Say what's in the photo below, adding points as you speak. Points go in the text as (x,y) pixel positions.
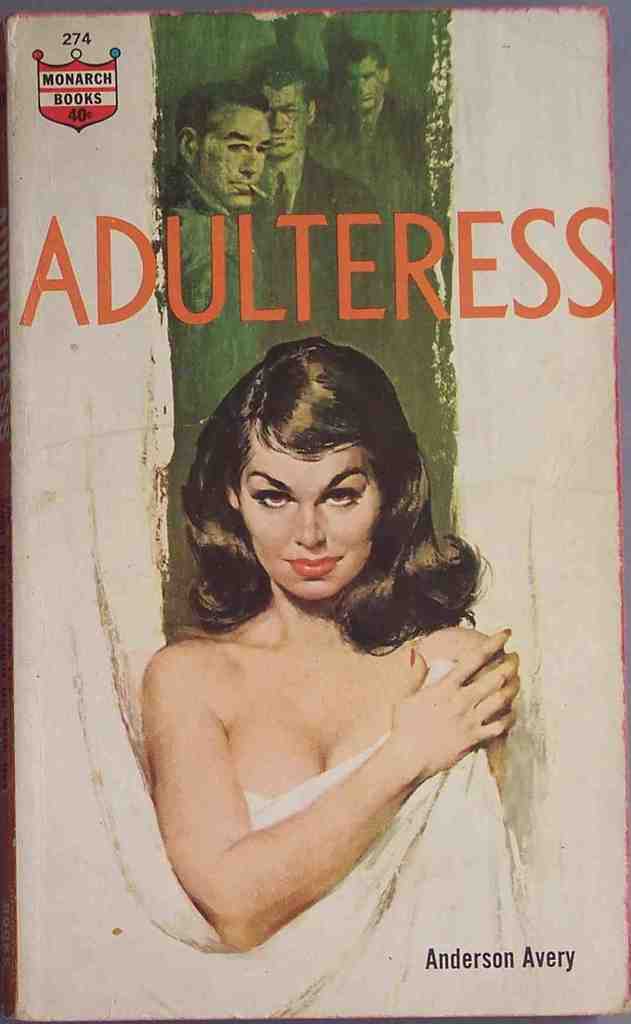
In this image we can see a picture (398,616) of a woman (345,572) and some men (382,140) standing, we can also see some text (150,256).
